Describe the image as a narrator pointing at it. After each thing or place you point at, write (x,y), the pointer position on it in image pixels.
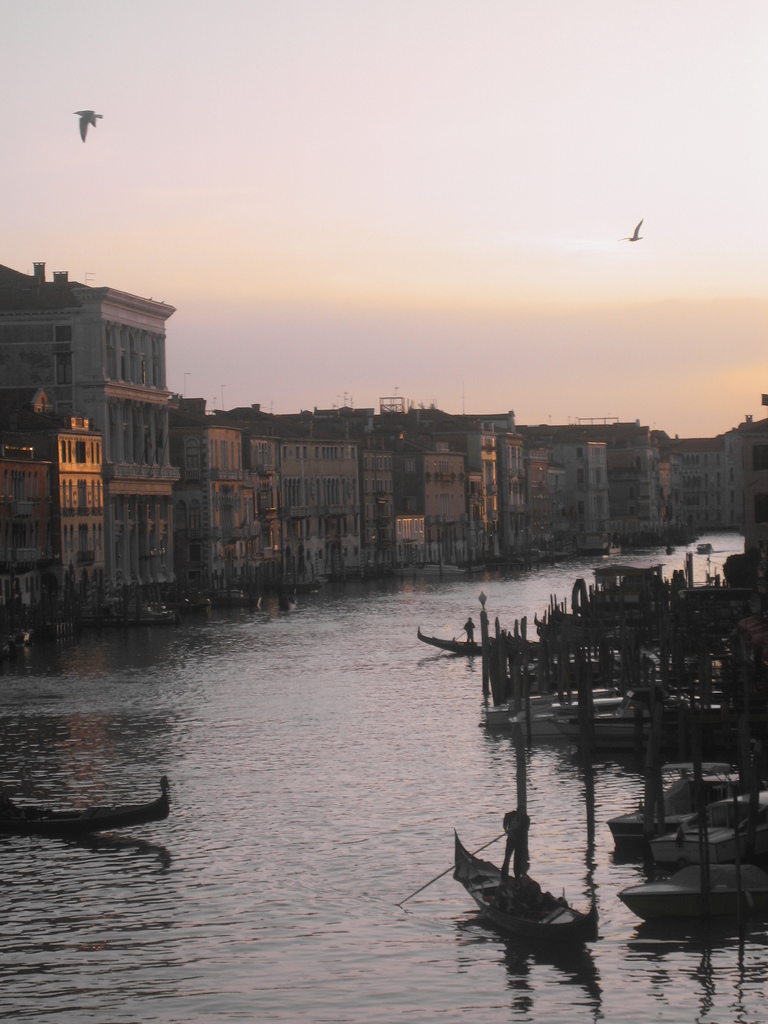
In this picture I can see the boats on the water (438,816). I can see the buildings (290,464) on the left side (189,522). I can see the birds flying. I can see clouds (355,303) in the sky (331,174).
